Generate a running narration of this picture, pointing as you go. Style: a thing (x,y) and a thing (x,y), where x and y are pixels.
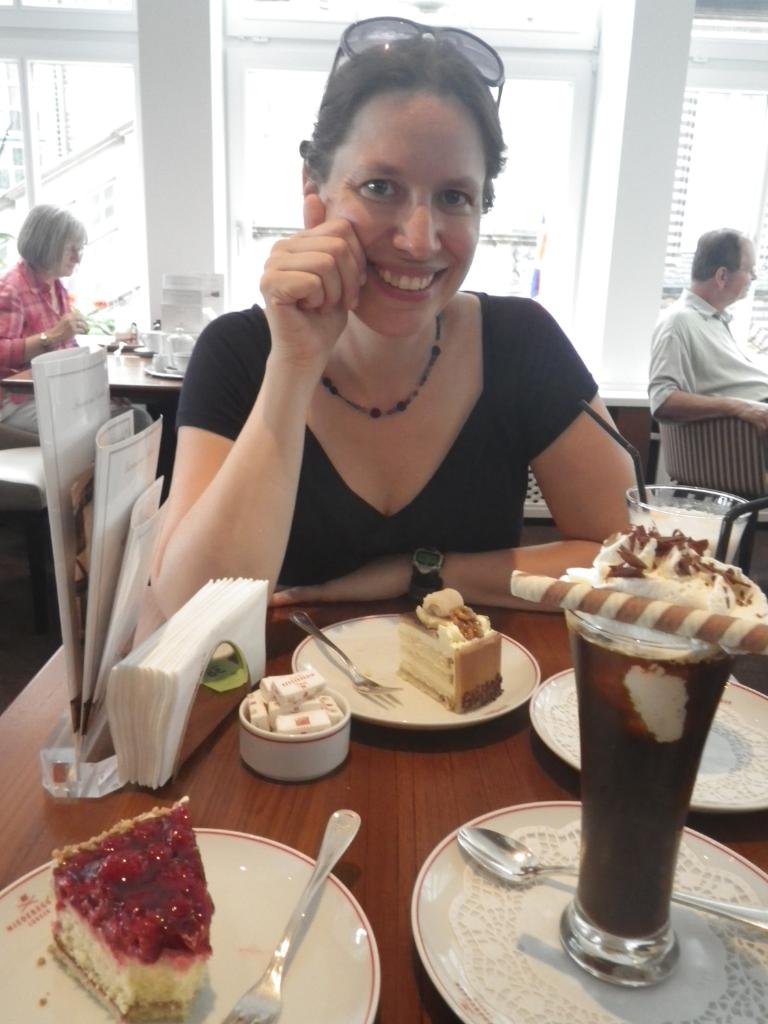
In the image we can see there is a woman (481,412) sitting, wearing clothes (444,518), wrist watch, neck chain (376,413) and in front of her there is a table (440,798). On the table (470,806) there are plates (449,913), in the plate (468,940) there are food items (436,681), this is a bowl (314,732), glass (581,770), spoon (491,841), tissue papers (169,737) and a straw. Behind her there are other people (659,364) sitting, this is a window (432,21) and goggles (404,35).
